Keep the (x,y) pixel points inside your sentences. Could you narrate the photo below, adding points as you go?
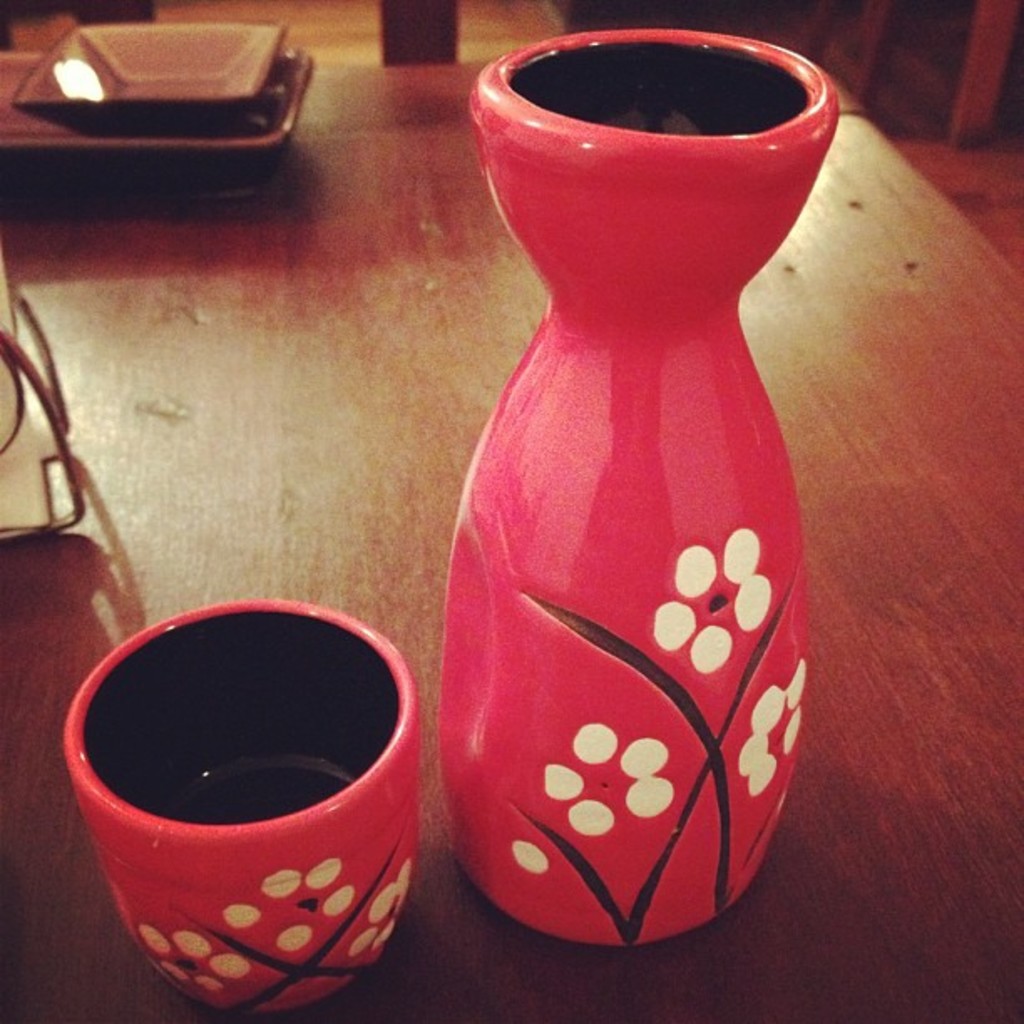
In this image I can see a red colour cup (346,662) and a red colour pot (483,463). In the background (145,76) I can see few brown colour things (155,110) and here I can see a white colour object (14,500).
